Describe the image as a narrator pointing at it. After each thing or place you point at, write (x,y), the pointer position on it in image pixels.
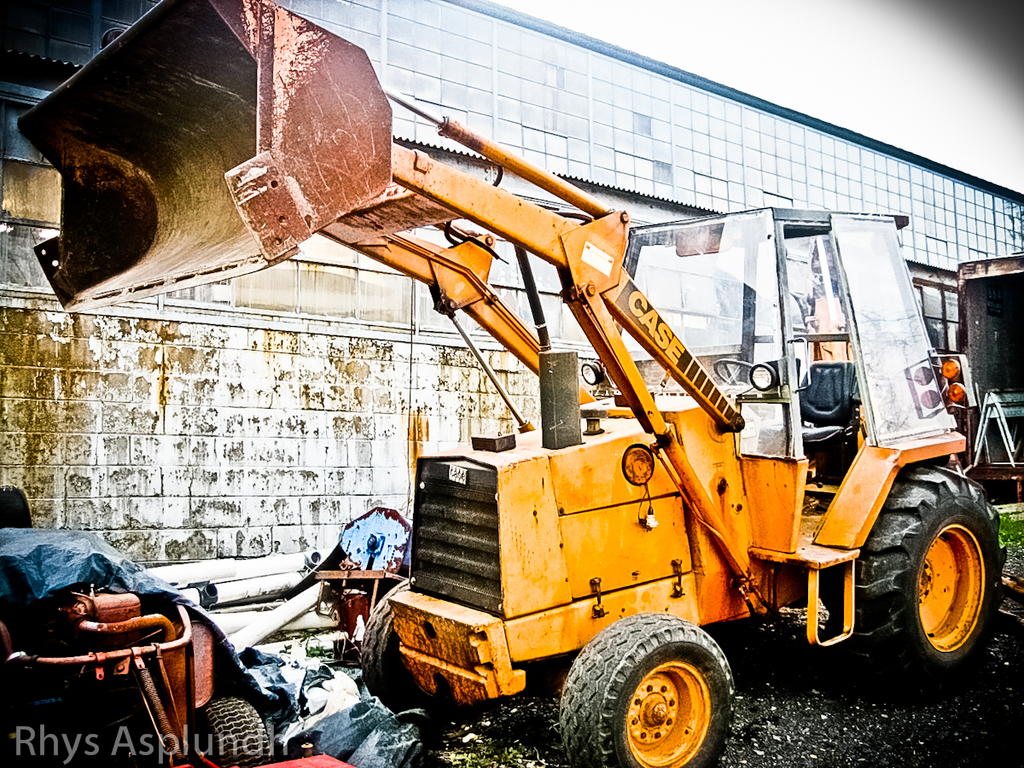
In this picture we can see a vehicle (601,272), beside the vehicle (442,307) we can find few pipes (243,590) and other things (18,583), in the background (207,344) we can see a building (648,127).
